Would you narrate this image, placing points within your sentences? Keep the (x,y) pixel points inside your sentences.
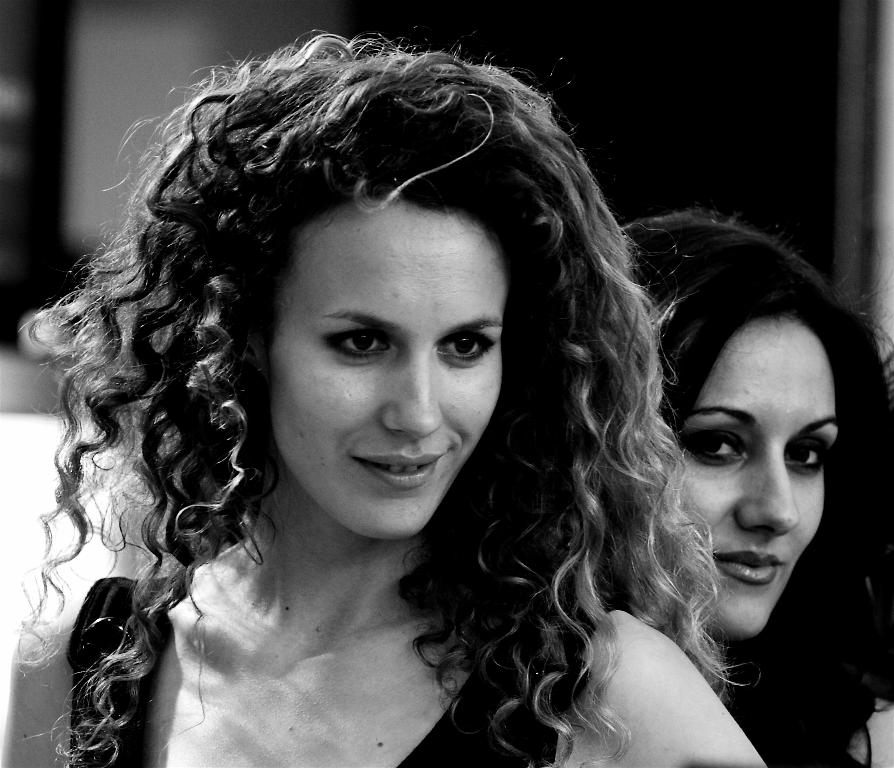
This is a black and white image. Here I can see two women (650,579) are looking at the right side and smiling. The background (740,159) is blurred.
